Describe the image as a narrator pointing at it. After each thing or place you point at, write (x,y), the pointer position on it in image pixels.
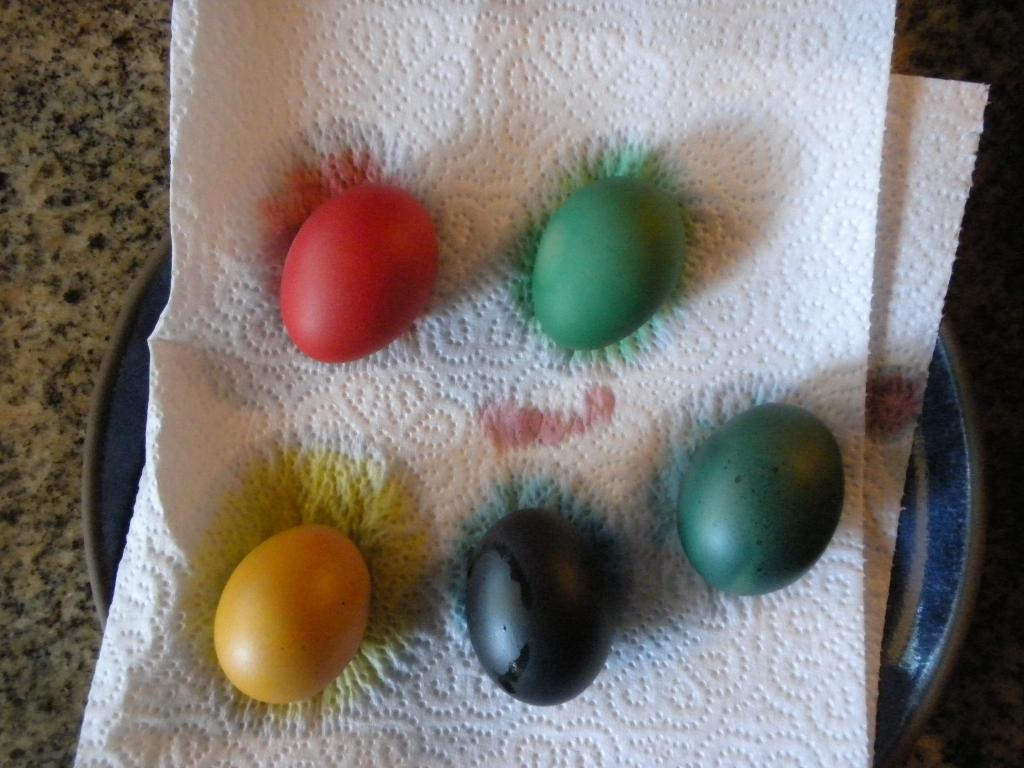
In the foreground (247,286) I can see five eggs (290,558) of different colors on a paper towel (767,251) kept in a plate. This image is taken may be in a room (561,437).
